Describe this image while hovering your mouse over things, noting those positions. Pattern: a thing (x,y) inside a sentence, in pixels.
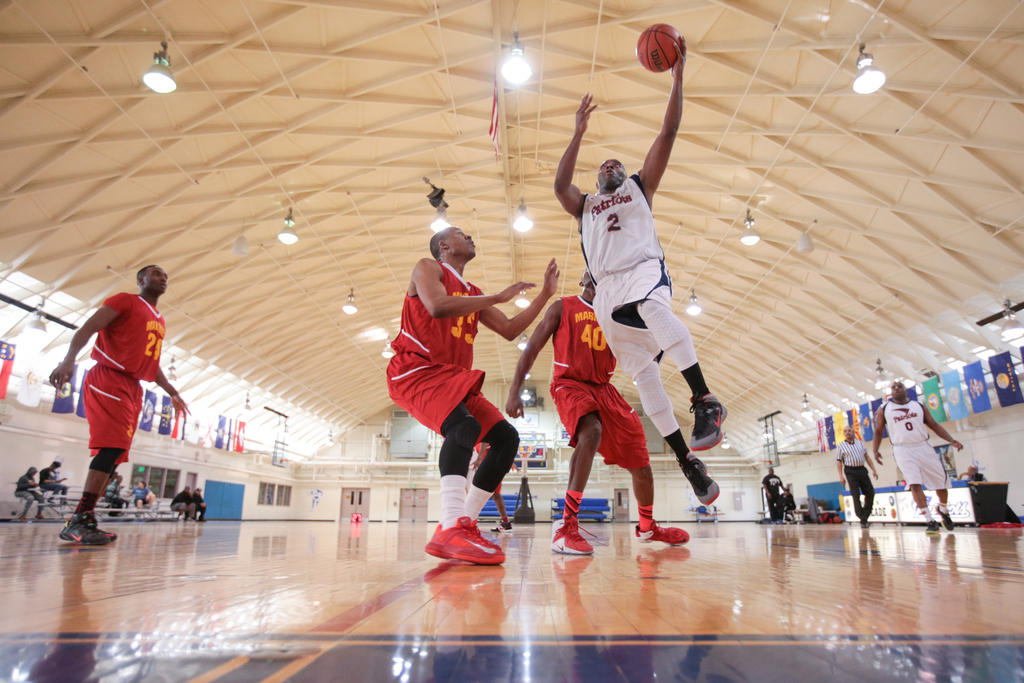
In this image we can see group of persons (921,462) wearing dress (914,474) are standing on the floor (560,618). On the left side of the image (44,486) we can see a group of people (143,500) sitting on benches (151,511). To the right side of the image (992,510) we can see a table (992,510), sign boards (897,501) with text (948,509). In the background (1007,375), we can see some flags (981,376), group of doors (616,510) and windows (140,478), goal post (519,511) and some lights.
